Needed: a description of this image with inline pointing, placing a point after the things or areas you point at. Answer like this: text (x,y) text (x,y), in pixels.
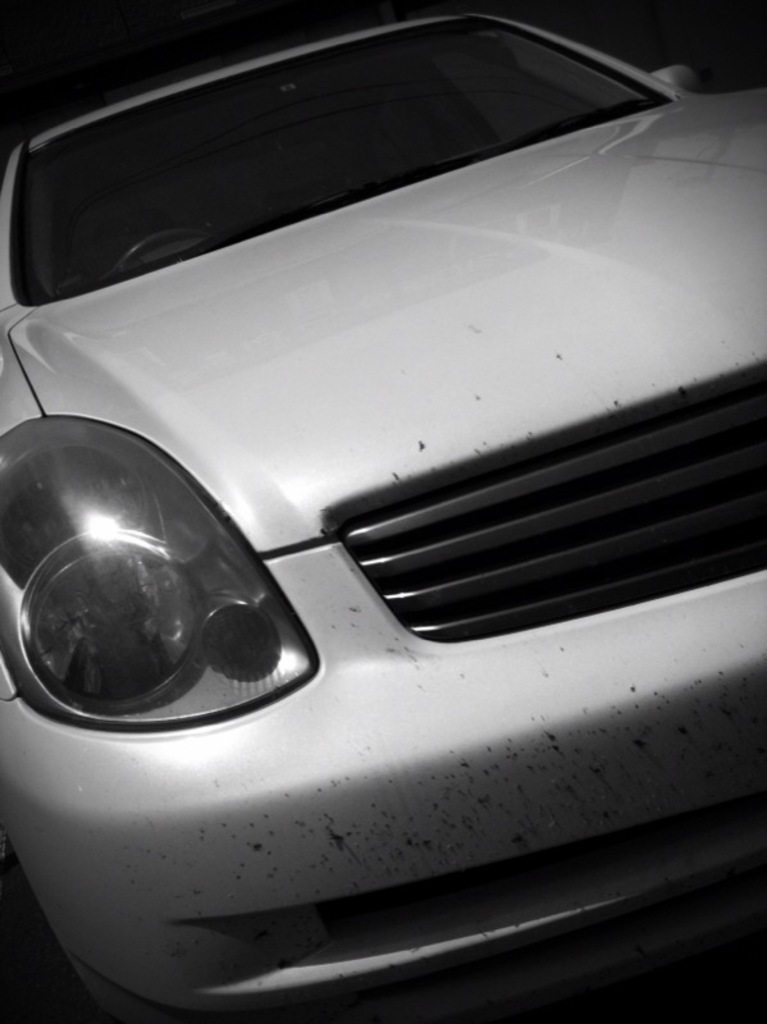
In the center of the image (391,416) a car (386,357) is present.
